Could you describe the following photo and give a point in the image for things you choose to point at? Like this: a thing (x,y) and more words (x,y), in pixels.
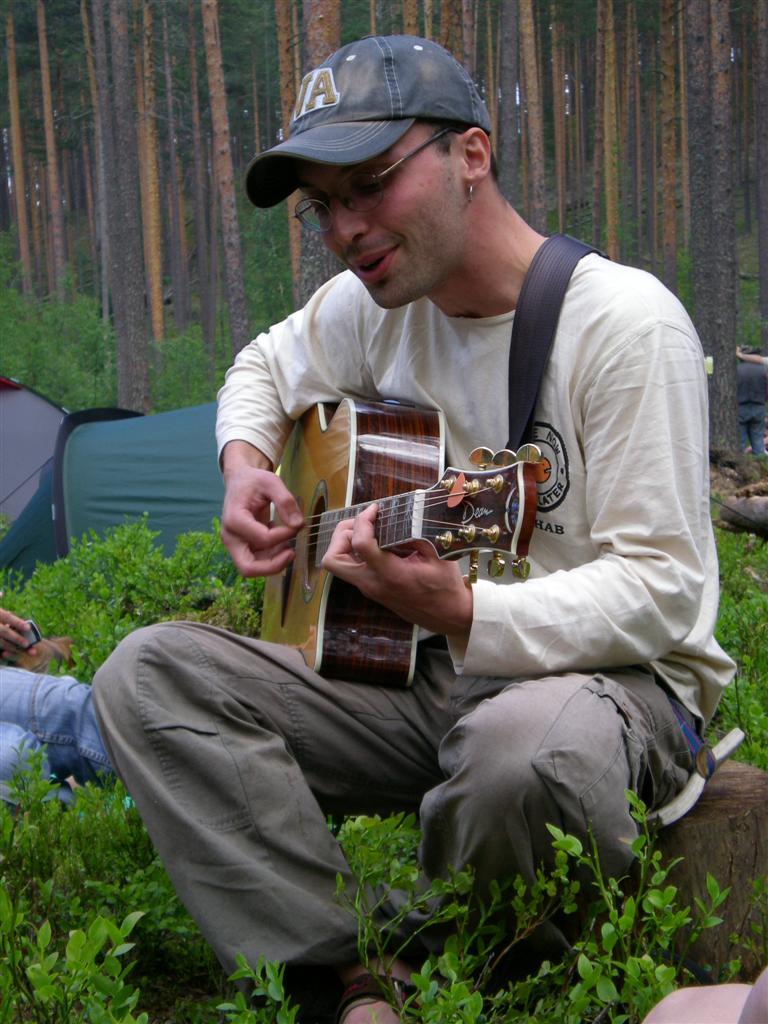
In this picture we can see a man (565,587) who is playing guitar (380,653). He has spectacles (369,205) and he wear a cap (380,146). And these are the plants (513,997).
